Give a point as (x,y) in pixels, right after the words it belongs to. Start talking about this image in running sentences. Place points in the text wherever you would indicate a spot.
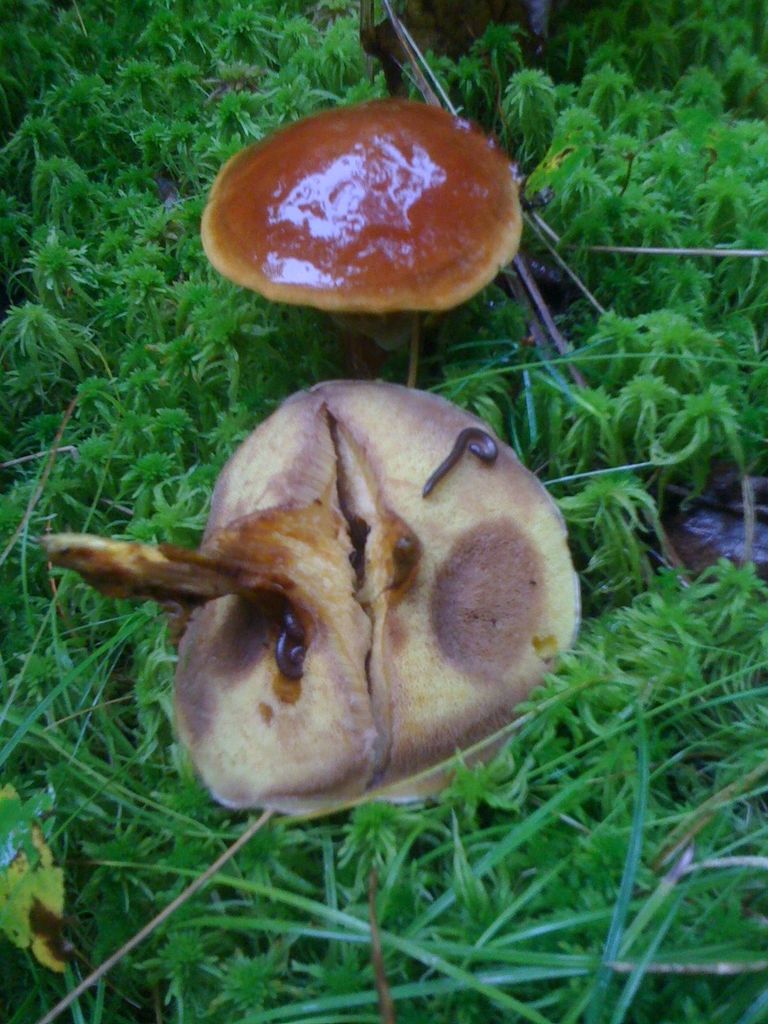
In this image I can see two mushrooms (296,680). In the background (644,36) I can see the grass (135,285) in green color.
